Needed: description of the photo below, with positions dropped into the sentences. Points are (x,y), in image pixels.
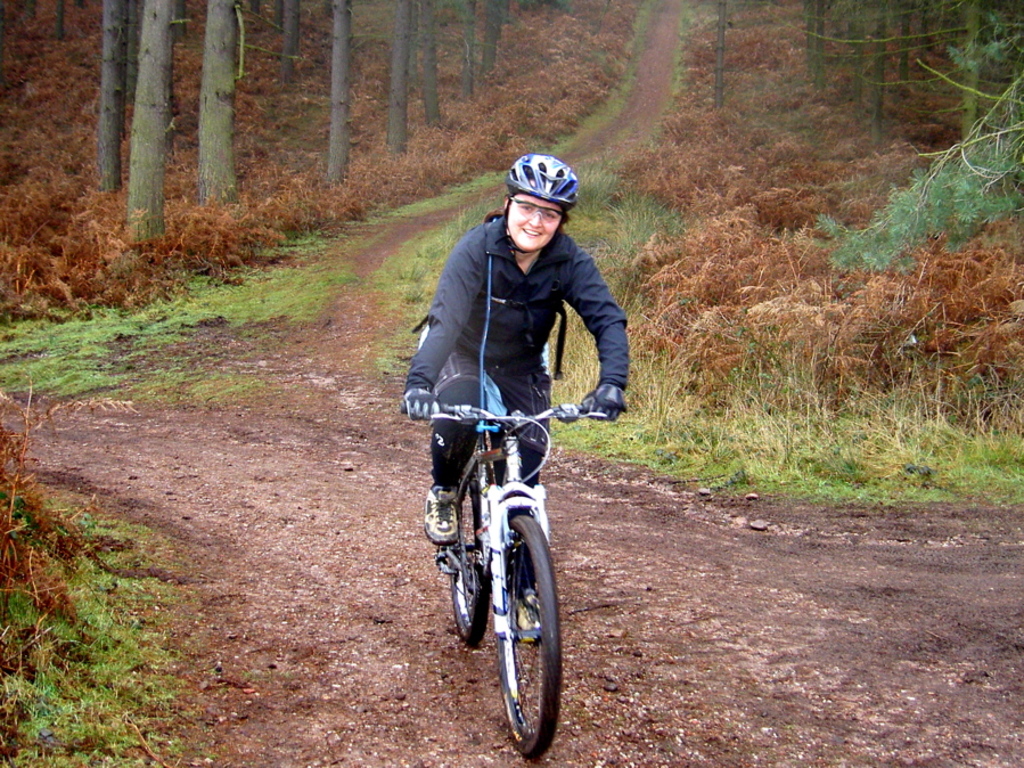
In the picture I can see a person (438,439) wearing black color dress (532,359), glasses (549,207), helmet (555,175), shoes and gloves (616,397) is riding the bicycle (519,576) on the ground (667,681). Here I can see the grass (24,385), plants (911,283) and trees (213,186) in the background (990,64).
